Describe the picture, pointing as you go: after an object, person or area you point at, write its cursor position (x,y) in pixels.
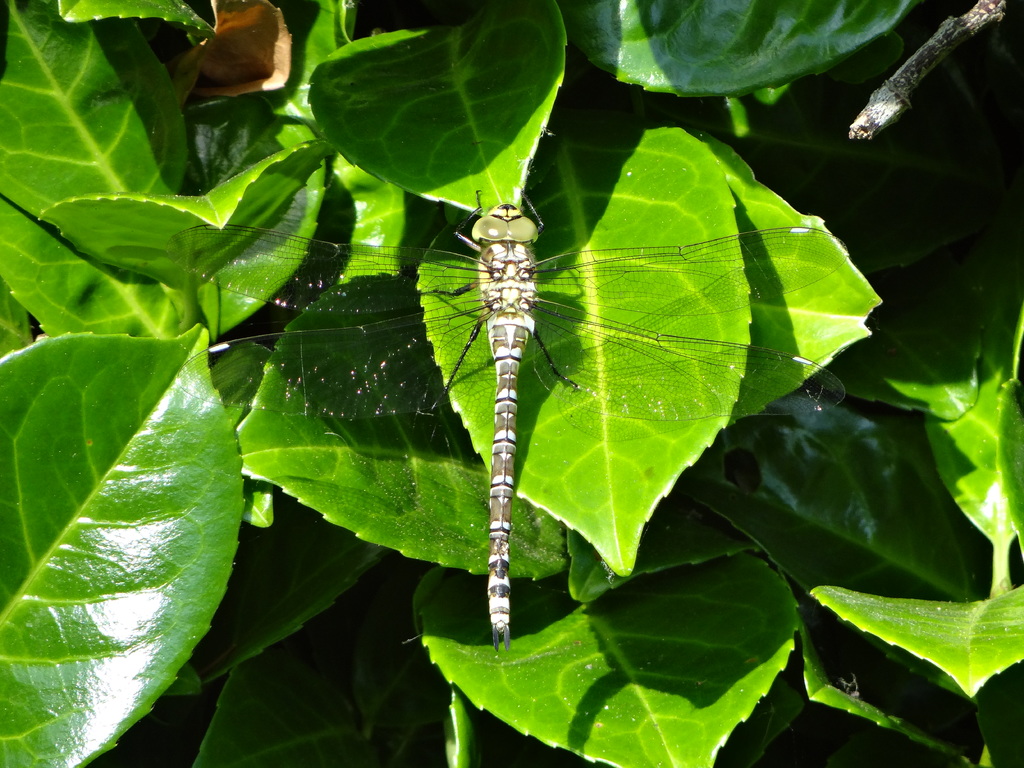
The dragon fly (498,227) is highlighted in this picture, which is laying on a leaf (608,245). The leafs (635,463) are in green color.
